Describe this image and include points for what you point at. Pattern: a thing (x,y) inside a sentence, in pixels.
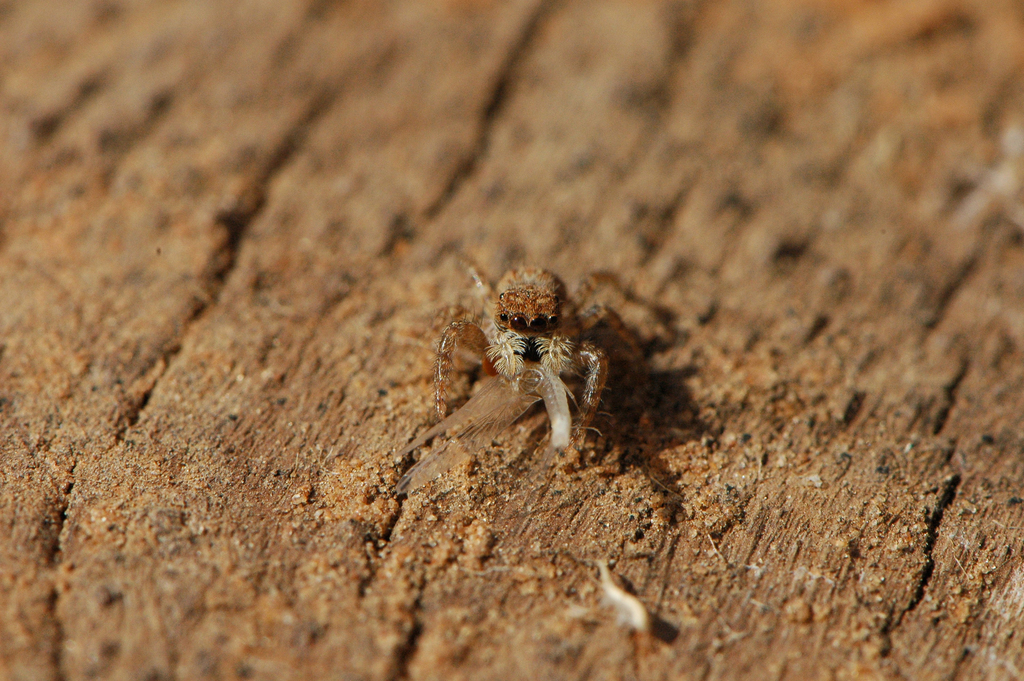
In this image I can see a spider (548,336) holding a winged insect (517,388). Also there is an object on the ground (349,478).
